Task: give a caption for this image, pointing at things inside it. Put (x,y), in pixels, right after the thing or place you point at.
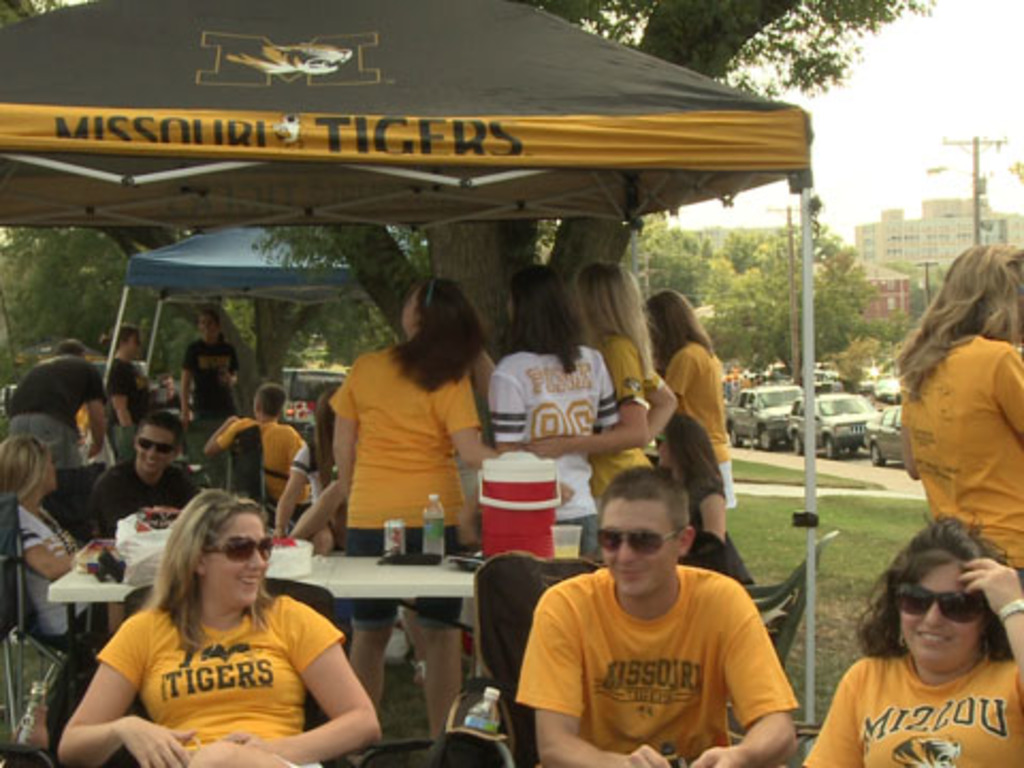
In this image there are so many people (35,444) sitting and standing under the tent (584,50) beside them there is a tree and also there are so many cars (783,367) riding on the road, also there are some buildings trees (774,300) beside the road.
